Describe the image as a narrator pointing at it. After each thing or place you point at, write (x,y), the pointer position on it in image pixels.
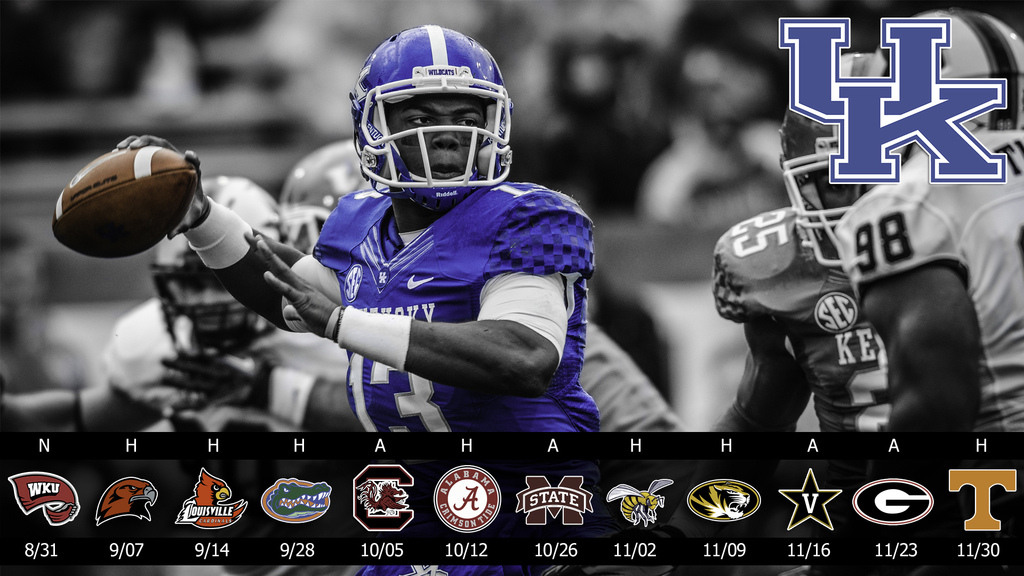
In this image, there are a few people (978,264). We can see the blurred background (875,3). We can also see a logo (882,178) on the right (964,100). We can see the schedule (22,475) with some images (978,510) at the bottom (826,451).
